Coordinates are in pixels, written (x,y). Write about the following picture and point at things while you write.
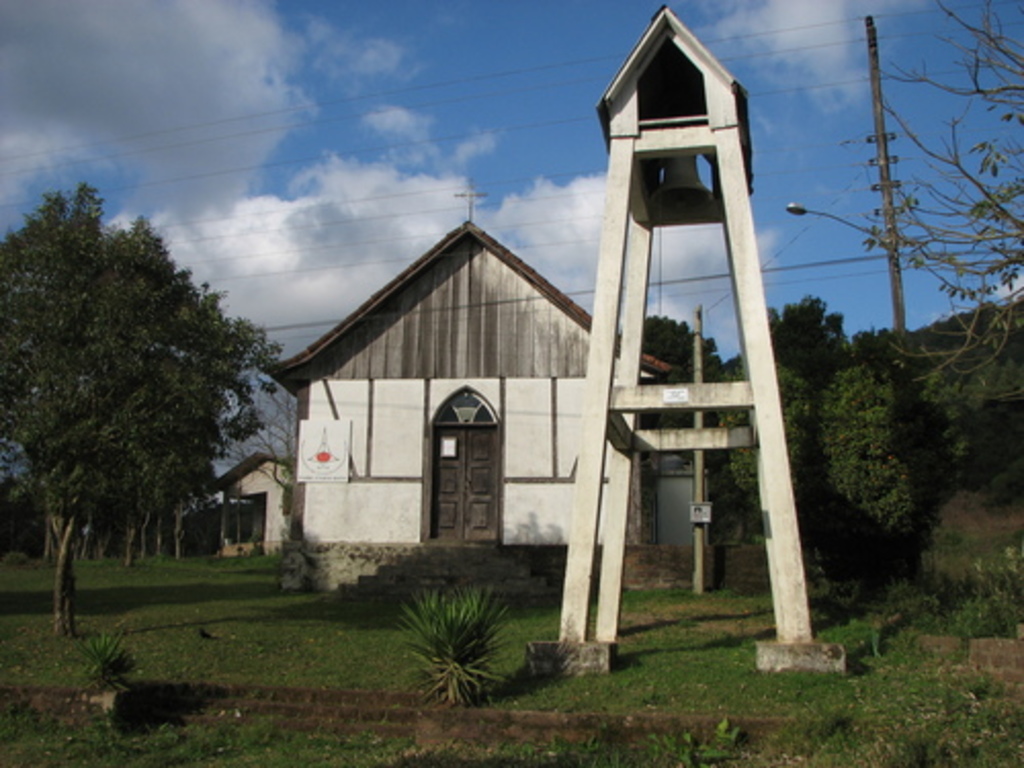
In this picture there are few plants (450,620) and grassland (636,640) at the bottom side of the image (757,617), there is a wooden structure (753,397) on the right side (694,404), it seems like a church (427,355) in the center (451,391). There are trees (878,488), shed (273,462), wires (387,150), pole (883,152) and sky (440,163) in the background area (440,163).
